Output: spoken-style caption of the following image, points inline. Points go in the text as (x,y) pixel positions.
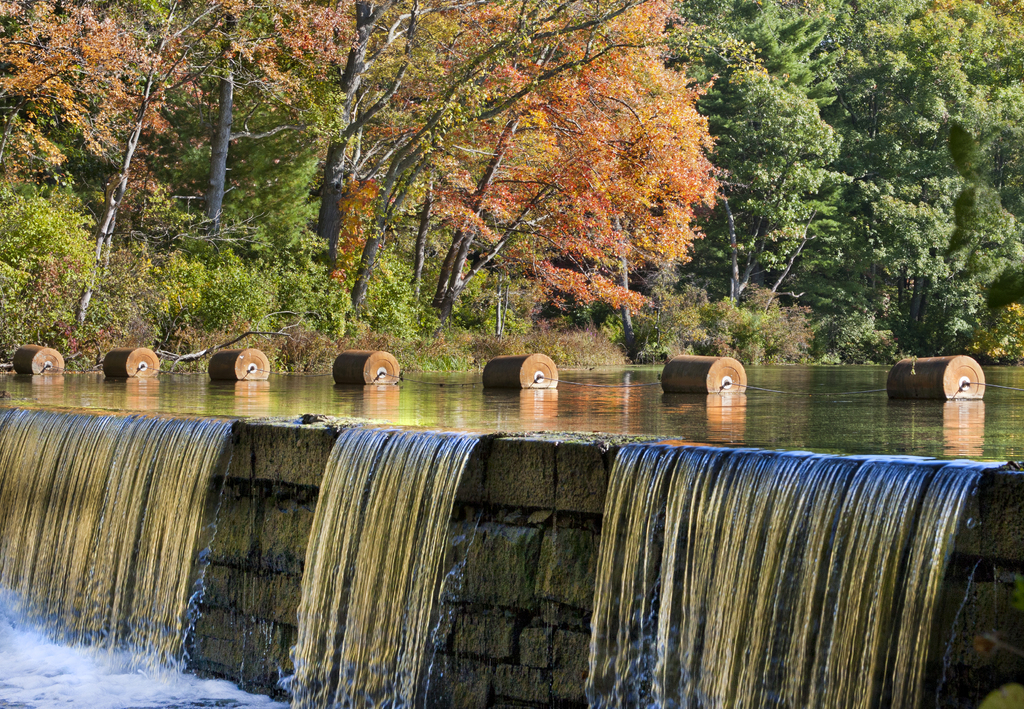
In this image we can see the water (409,418) flowing. On the water (462,439) we can see few objects (705,372) with ropes (739,384). In the foreground (526,663) we can see a wall (490,659). In the background (919,293), we can see a group of plants (182,287) and trees (527,268).
